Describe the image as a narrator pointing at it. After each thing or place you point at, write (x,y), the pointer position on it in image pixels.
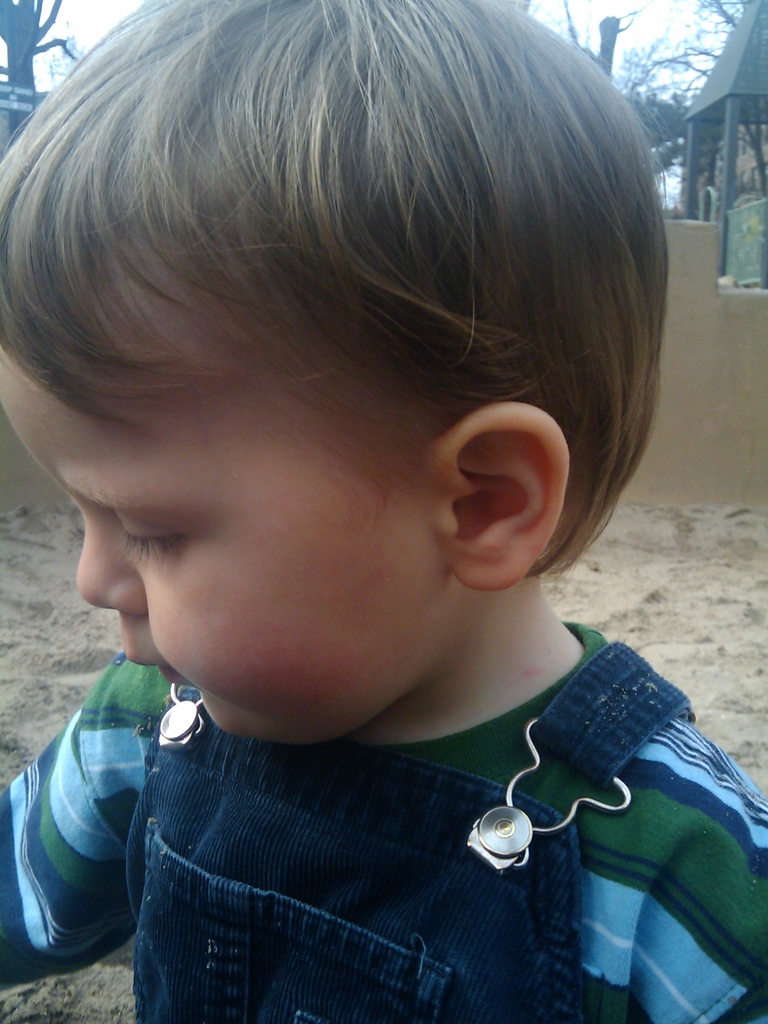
In this picture we can see a child (190,982) on sand (79,660) and in the background (662,97) we can see trees (690,35), shelter (724,104), wall (746,427), sky (623,7).
